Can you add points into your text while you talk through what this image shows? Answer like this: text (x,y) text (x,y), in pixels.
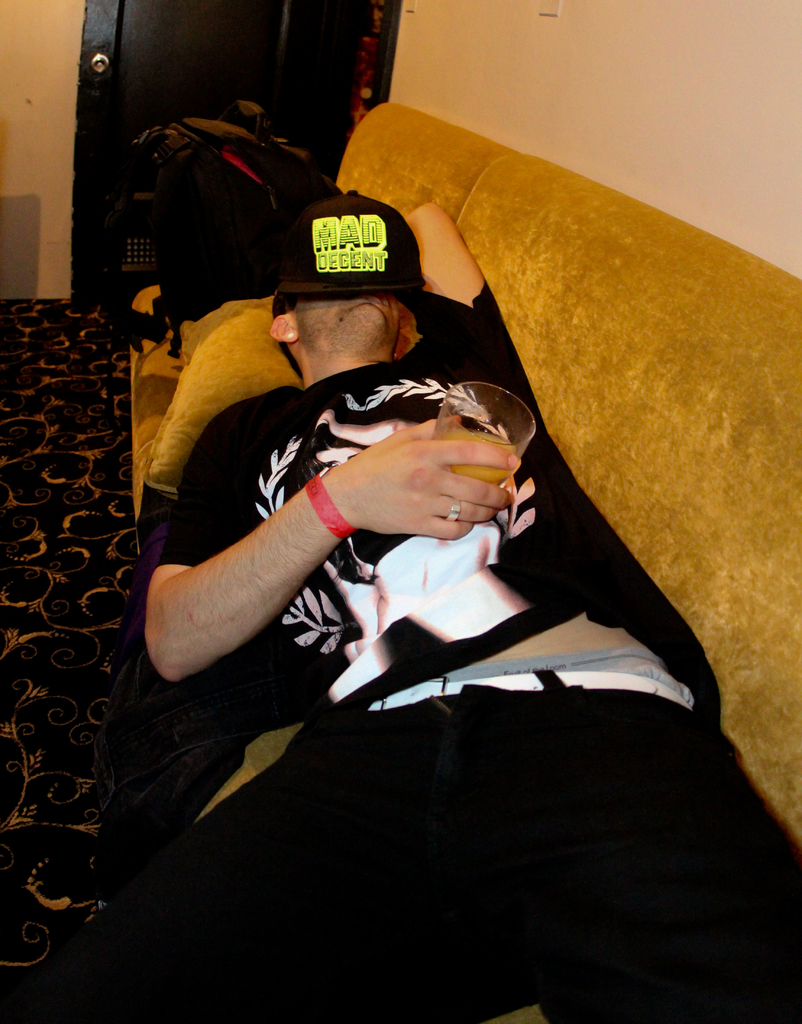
There is a person (503,376) laying on sofa (526,370) and holding a glass (521,411) and we can see cap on this person face (315,304) and we can see wall (725,100) and floor (20,779). In the background (145,88) we can see door (238,15) and bag (169,134).
